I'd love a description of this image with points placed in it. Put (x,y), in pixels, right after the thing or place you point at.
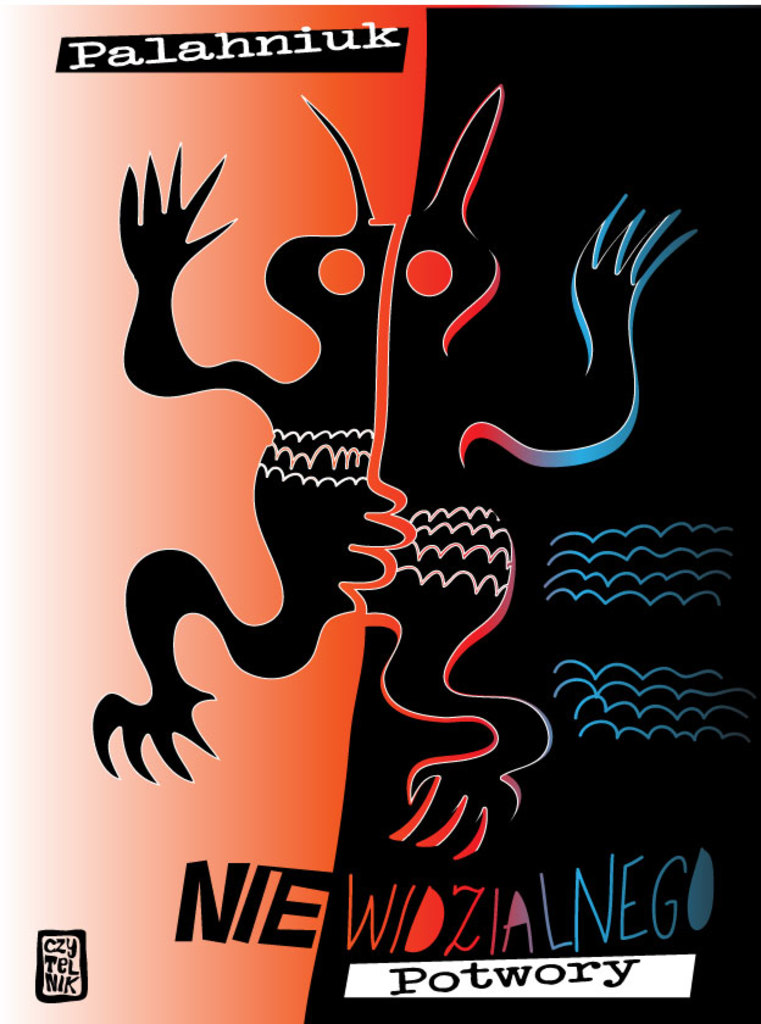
In this picture we can see cartoon (483,523) which looks like animal (309,466). On the bottom (223,871) we can see title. On the top left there is a name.
